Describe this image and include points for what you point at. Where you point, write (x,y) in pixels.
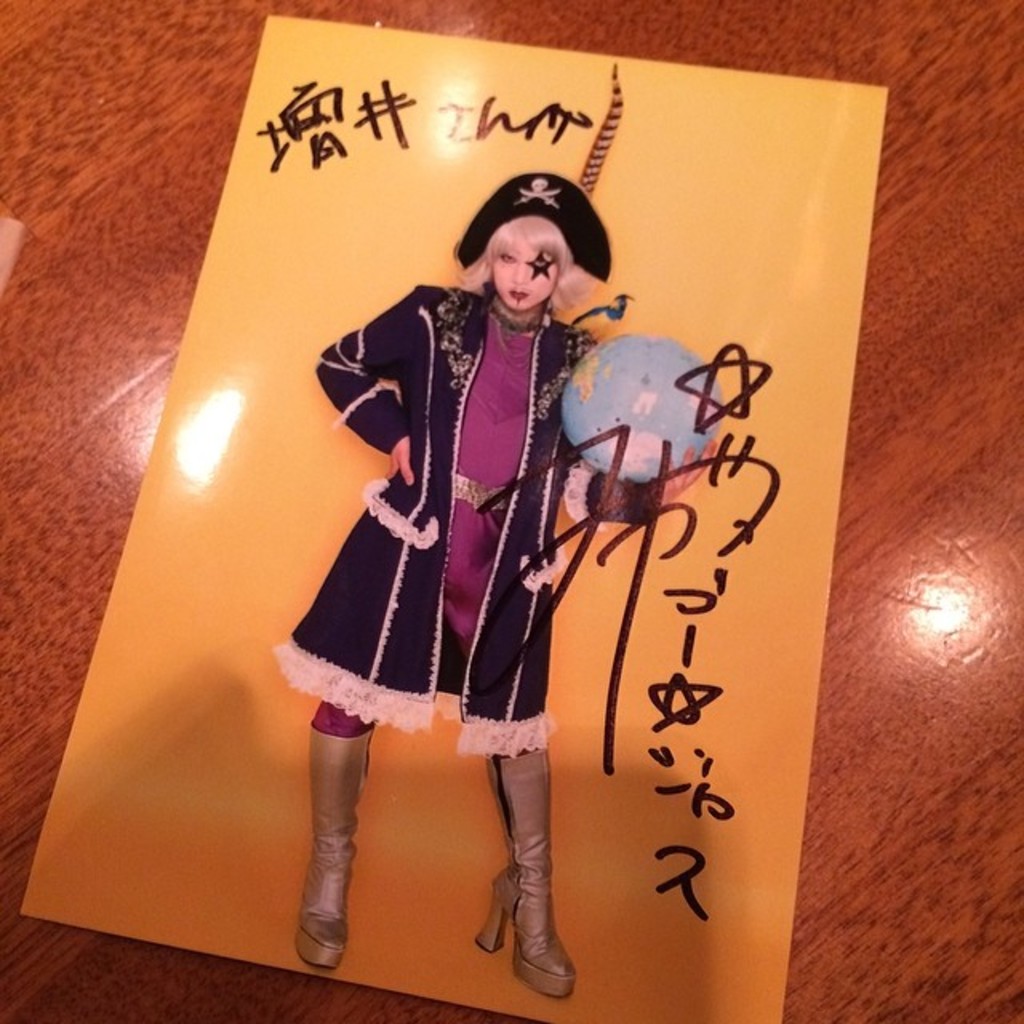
In this picture we can see the image of a woman (426,565) on the paper (432,625) and the woman (456,500) is in the fancy dress (466,504). She is holding a globe (599,403). On the paper (619,428), it is written something and the paper (157,666) is on the wooden object (96,341).
